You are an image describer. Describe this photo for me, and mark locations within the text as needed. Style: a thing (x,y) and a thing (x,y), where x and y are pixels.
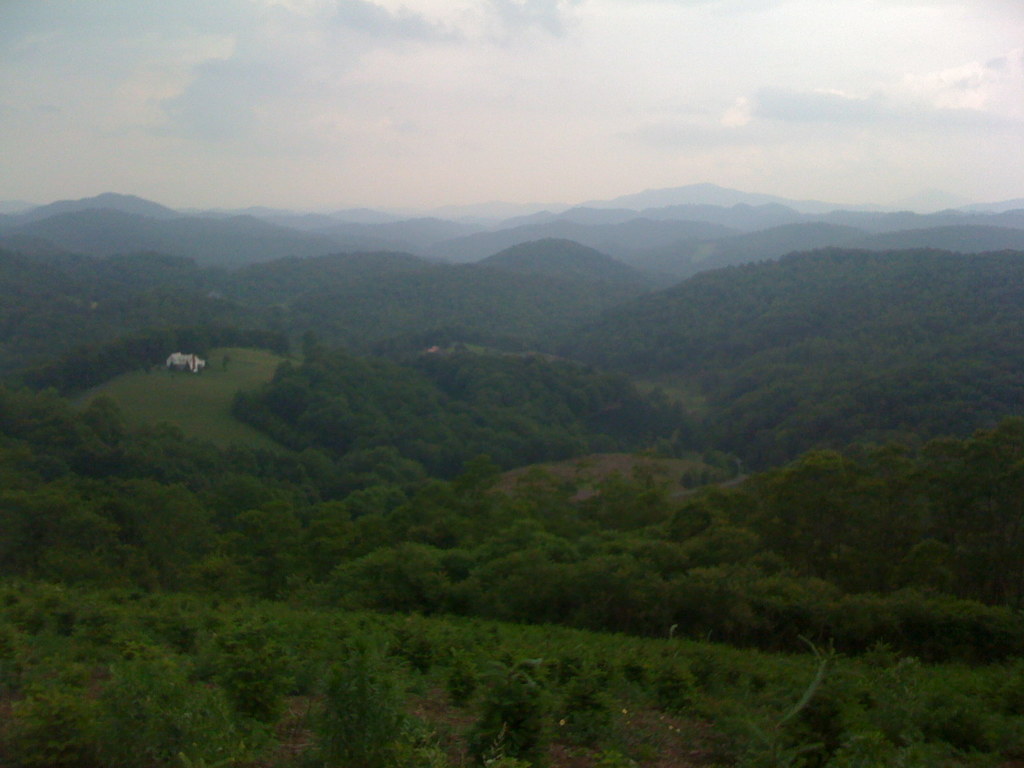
In this image I see the mountains (426,242) and number of trees (627,334) and I see the sky (588,162) in the background (237,29).
